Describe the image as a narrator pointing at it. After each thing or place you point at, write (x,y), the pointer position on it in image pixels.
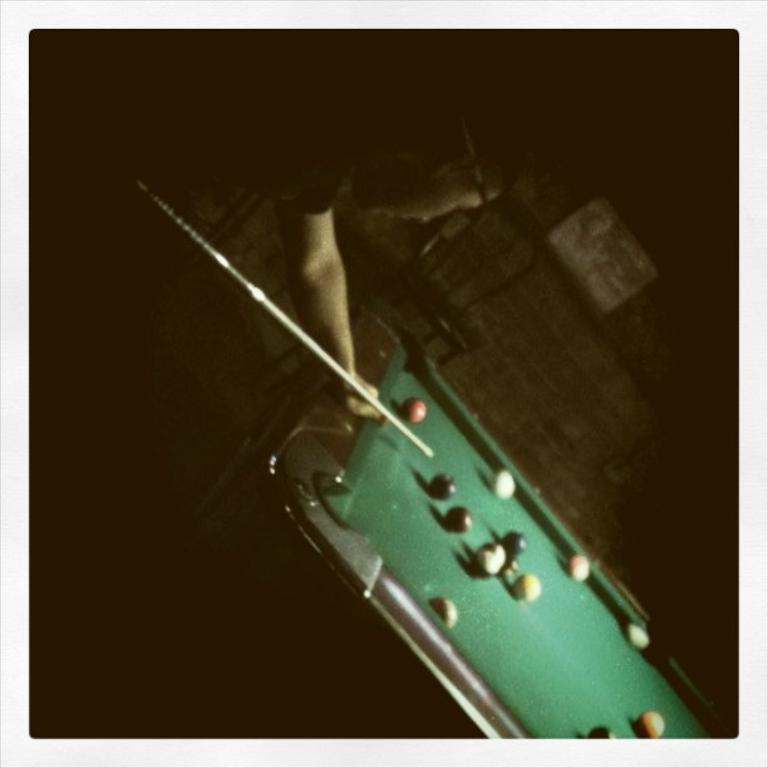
In this image, we can see a person (318,213) holding a stick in his hand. On the right side (659,682), we can see a board (656,696), on that board (554,619) there are some balls (524,581). In the background (508,83), we can see black color.
